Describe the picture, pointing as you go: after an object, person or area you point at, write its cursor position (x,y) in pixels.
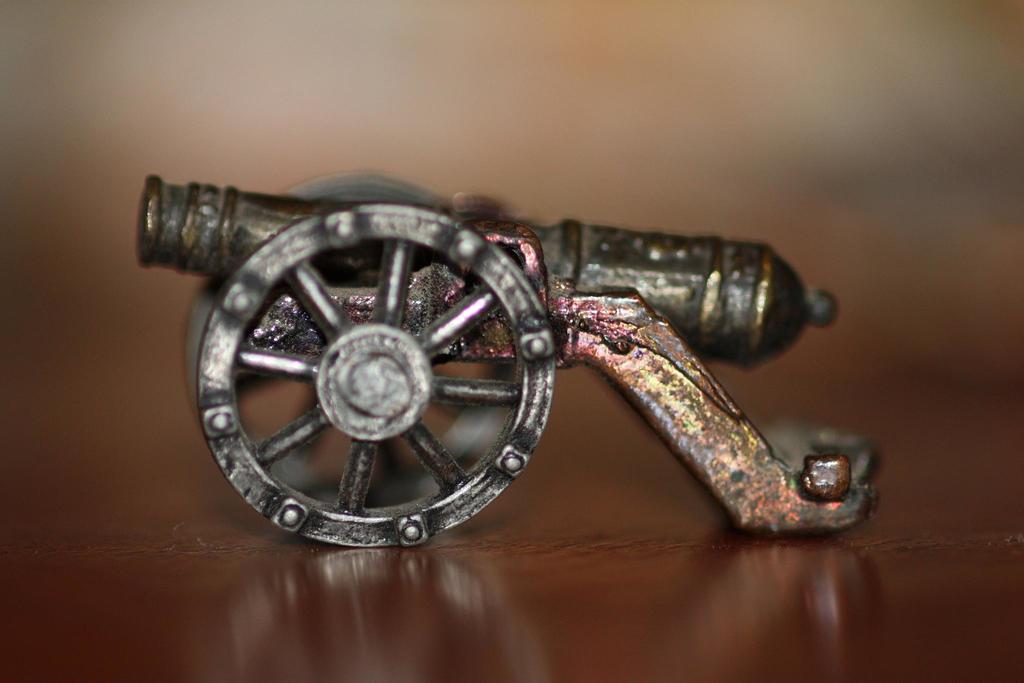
In the picture we can see a metallic structure of war weapon (729,324) on the cart (256,340) which is placed on the table (394,549).
